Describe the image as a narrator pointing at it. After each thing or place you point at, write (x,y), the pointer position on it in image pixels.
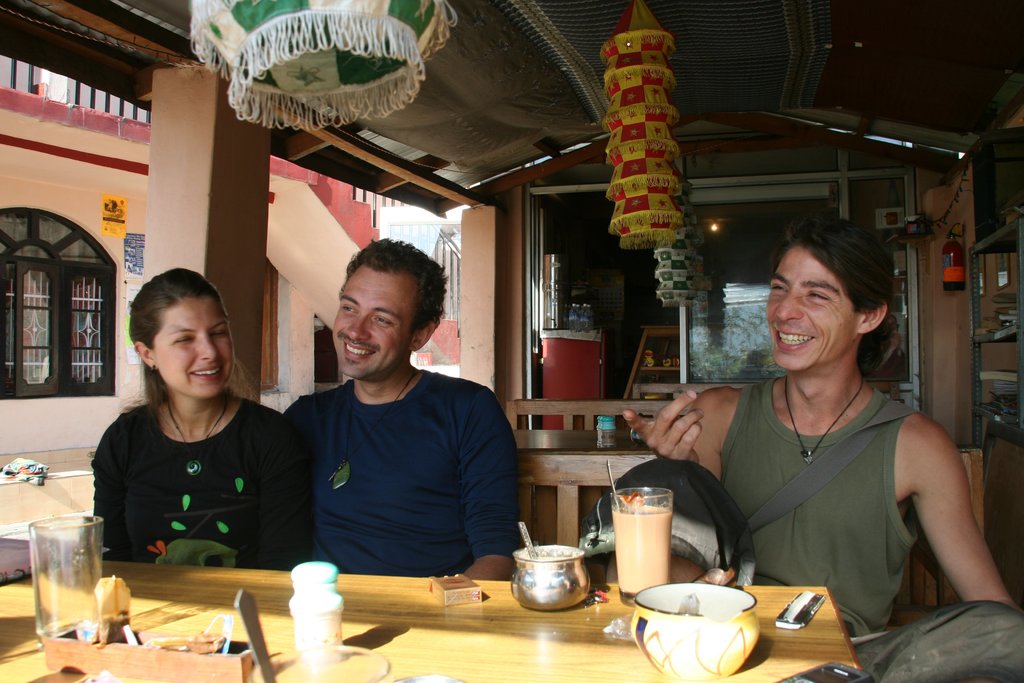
In this image there are three people (368,472) who are sitting and laughing near the table (458,636). On the table (494,602) there are glass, bowl (703,650), powder (314,612), jar (321,625). At the top (616,81) there are hangings (620,154). To the left side (96,172) there is a building (70,154) and a window (55,305). At the background (731,331) there is glass door (728,314) and the table (573,433) beside them.
